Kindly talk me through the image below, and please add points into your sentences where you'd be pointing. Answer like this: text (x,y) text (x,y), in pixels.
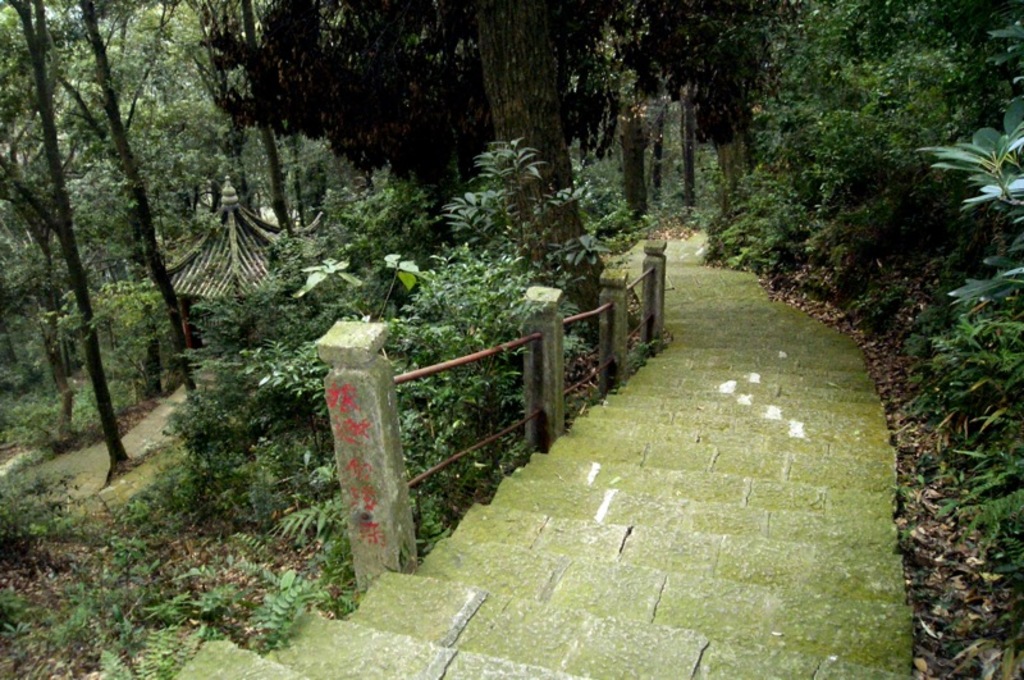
In the image there are steps (571,566) and around those steps (696,277) there are many trees (666,154).
